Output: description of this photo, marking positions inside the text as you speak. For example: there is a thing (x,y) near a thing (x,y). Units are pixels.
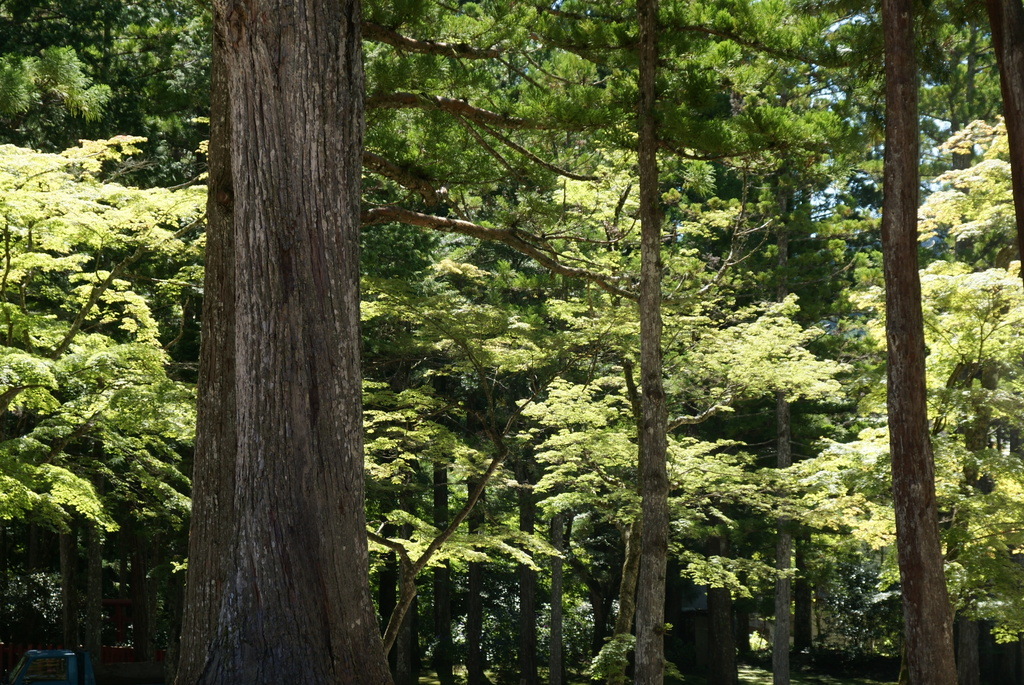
In this image we can see some trees (375,608).
